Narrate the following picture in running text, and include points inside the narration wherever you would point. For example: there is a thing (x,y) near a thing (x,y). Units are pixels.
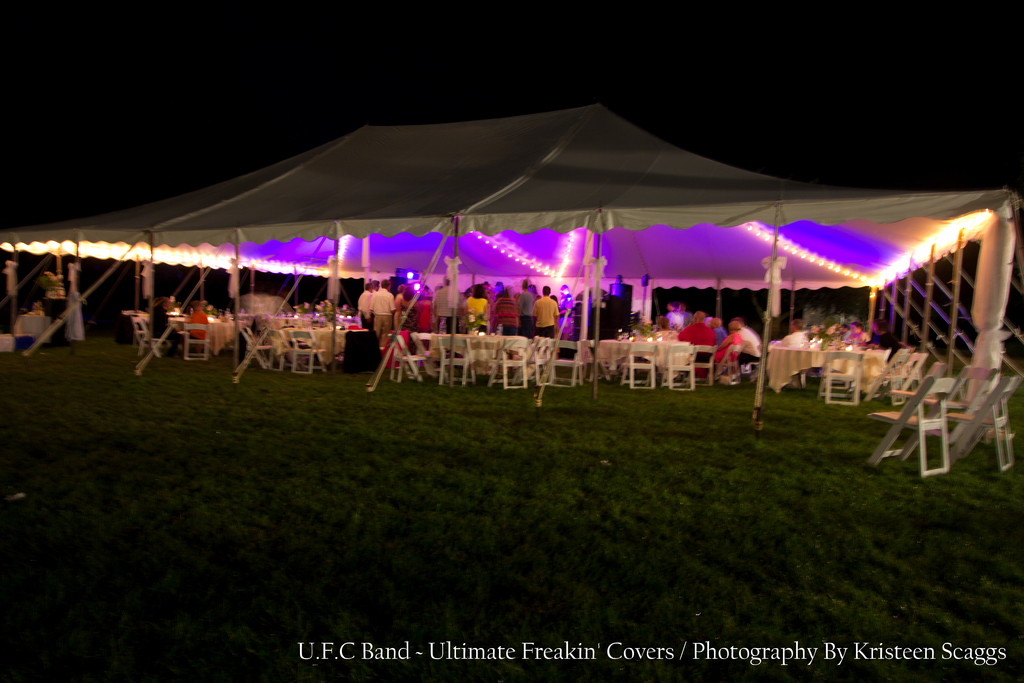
In this image we can see a white color tent (472,237) with lights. There are chairs (527,372), tables (869,371). There are people (521,312) standing. At the bottom of the image (330,549) there is grass (335,568) and some text (722,650).
